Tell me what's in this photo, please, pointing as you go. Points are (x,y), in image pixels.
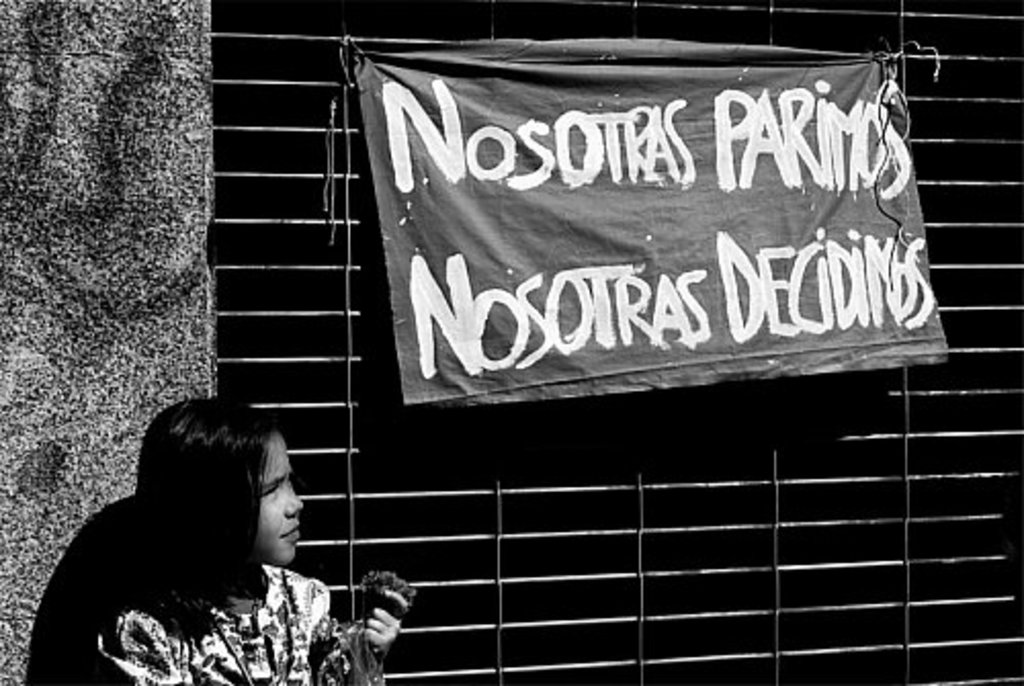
In this picture we can see a kid (278,553) at the bottom (252,552), we can see a banner (738,251) and grilles (689,575) in the middle (646,265), there is some text (619,162) on the banner (479,204), it is a black and white image.
